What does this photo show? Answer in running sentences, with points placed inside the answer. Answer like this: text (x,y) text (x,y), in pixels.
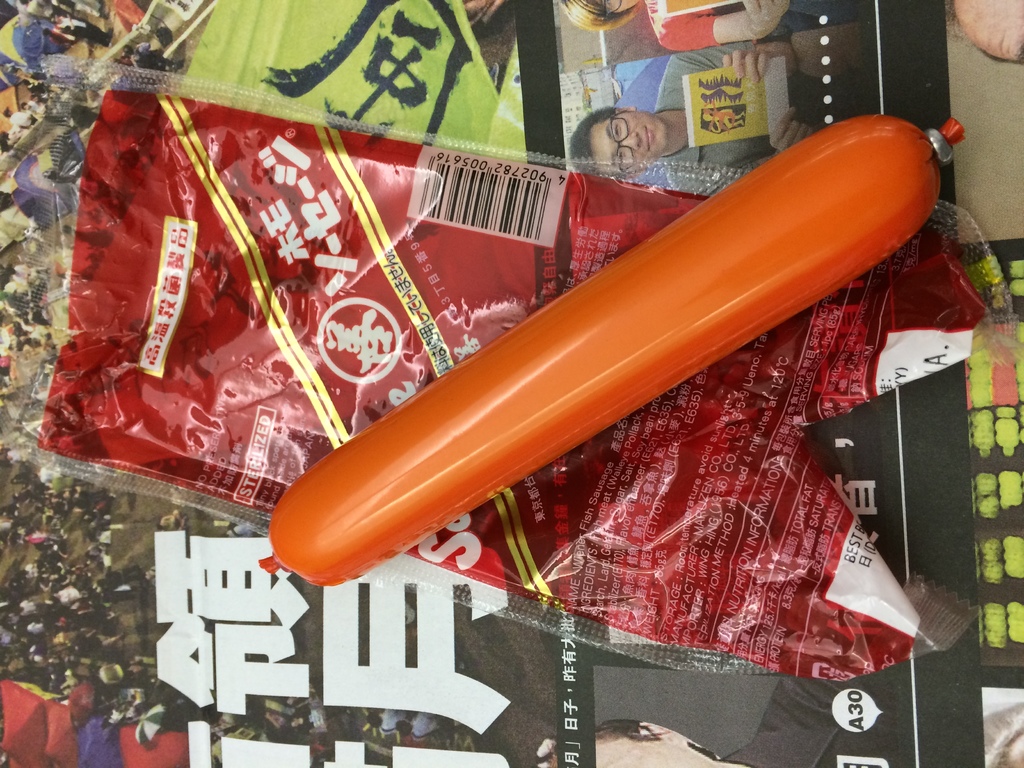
In this image I can see an orange colour thing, a red colour plastic (209,503) and in the background (697,157) I can see few pictures (655,103) of people (679,80). I can also see something is written at few places. In this picture I can see a man (670,65) is holding an object (713,98) and I can see he is wearing specs (618,129).
